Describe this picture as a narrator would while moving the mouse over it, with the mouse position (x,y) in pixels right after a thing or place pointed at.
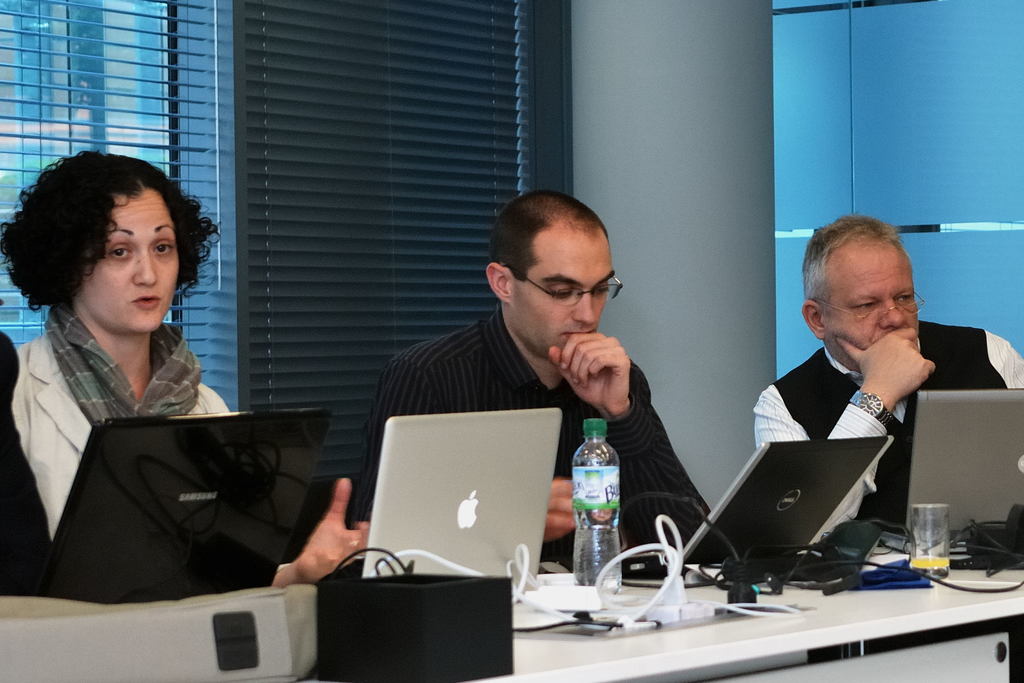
In this picture we can see a woman (89,387) and two men (536,367) sitting and in front of them we can see laptops (959,394), bottle (604,482), glass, wires (660,534) and at the back of them we can see windows (538,95) with curtains (382,132), wall (936,145).
